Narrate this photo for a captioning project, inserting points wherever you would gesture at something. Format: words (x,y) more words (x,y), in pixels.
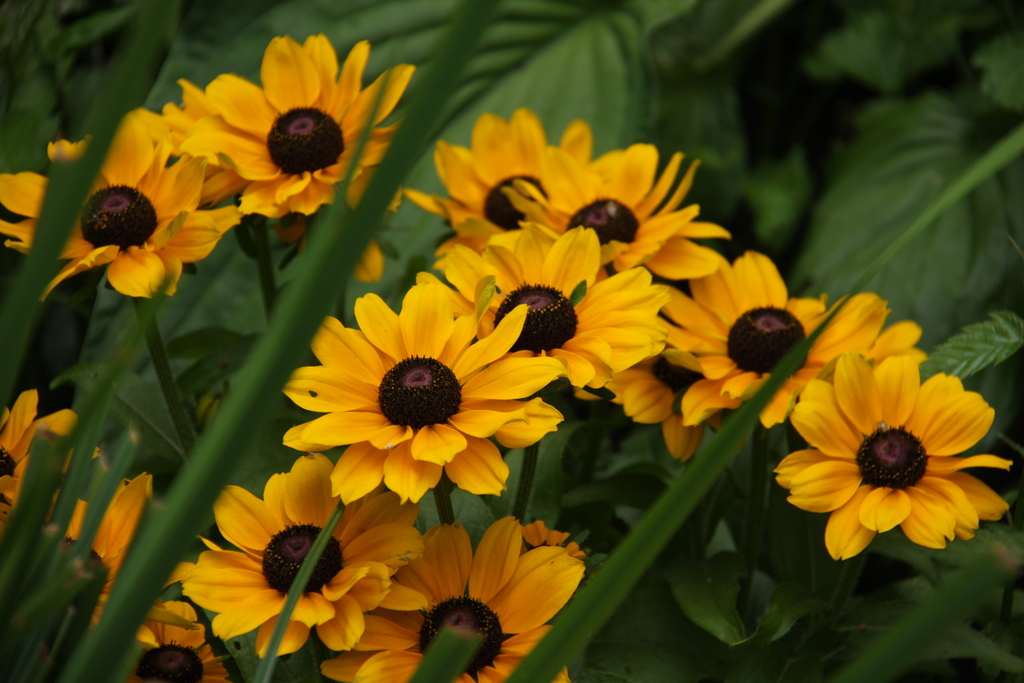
In this picture we can see a group of flowers (796,310) and leaves (1016,517).
